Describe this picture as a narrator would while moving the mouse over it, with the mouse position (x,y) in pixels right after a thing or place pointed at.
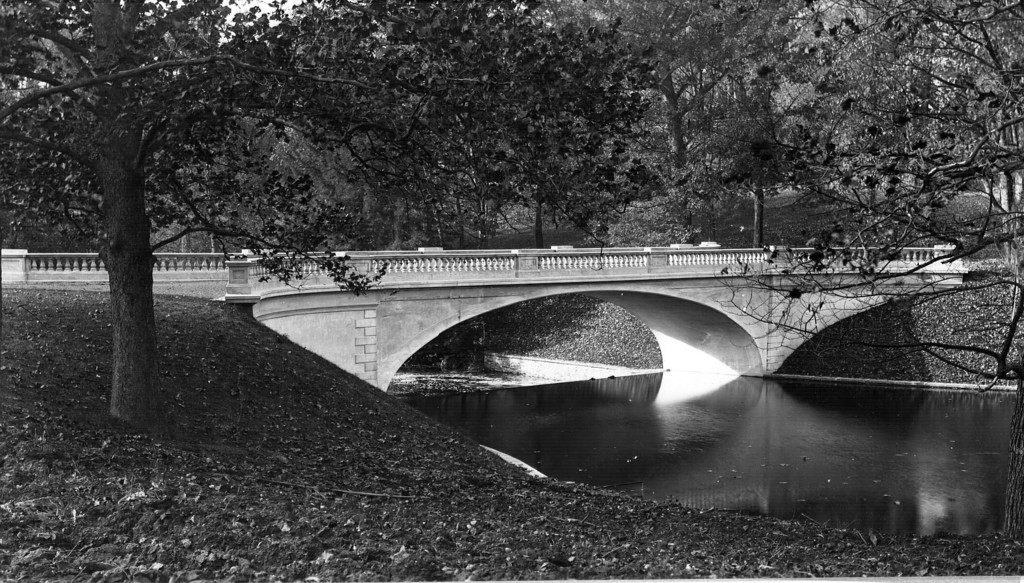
This is a black and white image where we can see a bridge (378,326) in the middle of this image (402,282) and there are some trees (525,167) in the background (497,126). There is a surface of water (734,461) at the bottom of this image (694,458).
